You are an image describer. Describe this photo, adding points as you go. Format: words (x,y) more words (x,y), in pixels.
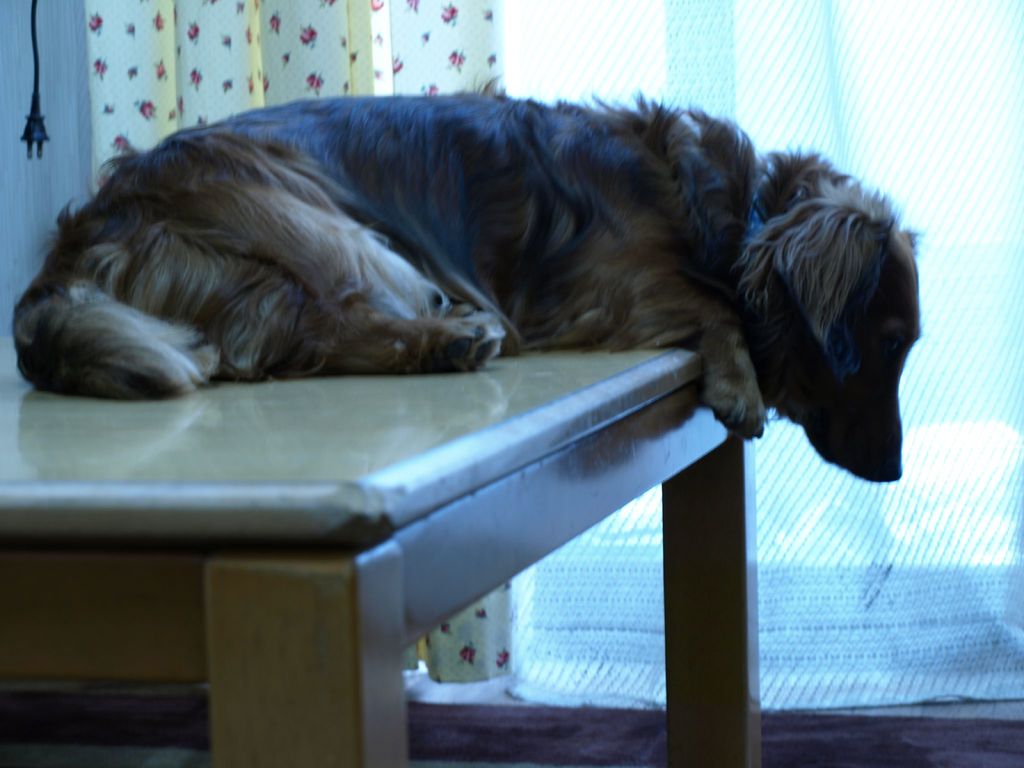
In this image in the center (559,339) there is dog (389,306) lying on a table (332,439). In the background (379,89) there is curtain (416,21) and there is a plug (28,120) hanging which is black in colour.
